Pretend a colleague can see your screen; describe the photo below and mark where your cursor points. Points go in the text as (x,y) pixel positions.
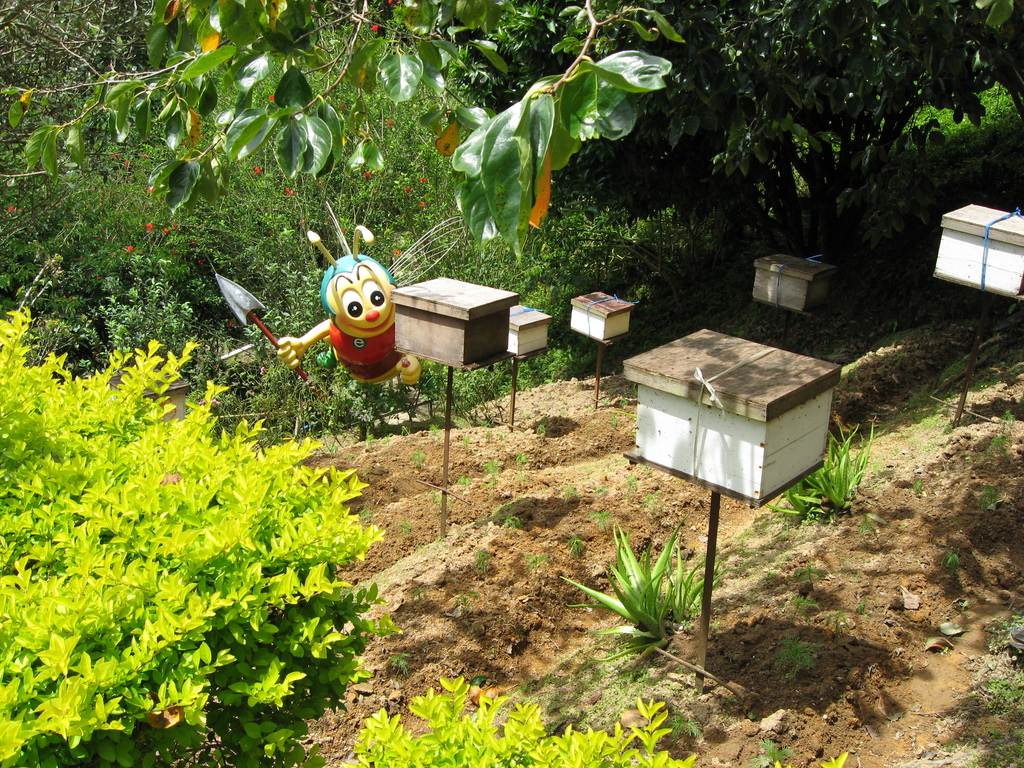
In the image there are stands (448,462) with boxes (448,338). On the ground (933,462) there are few plants (197,524). And in the image there are many trees (148,219). And also there is a honey bee statue (354,300).
